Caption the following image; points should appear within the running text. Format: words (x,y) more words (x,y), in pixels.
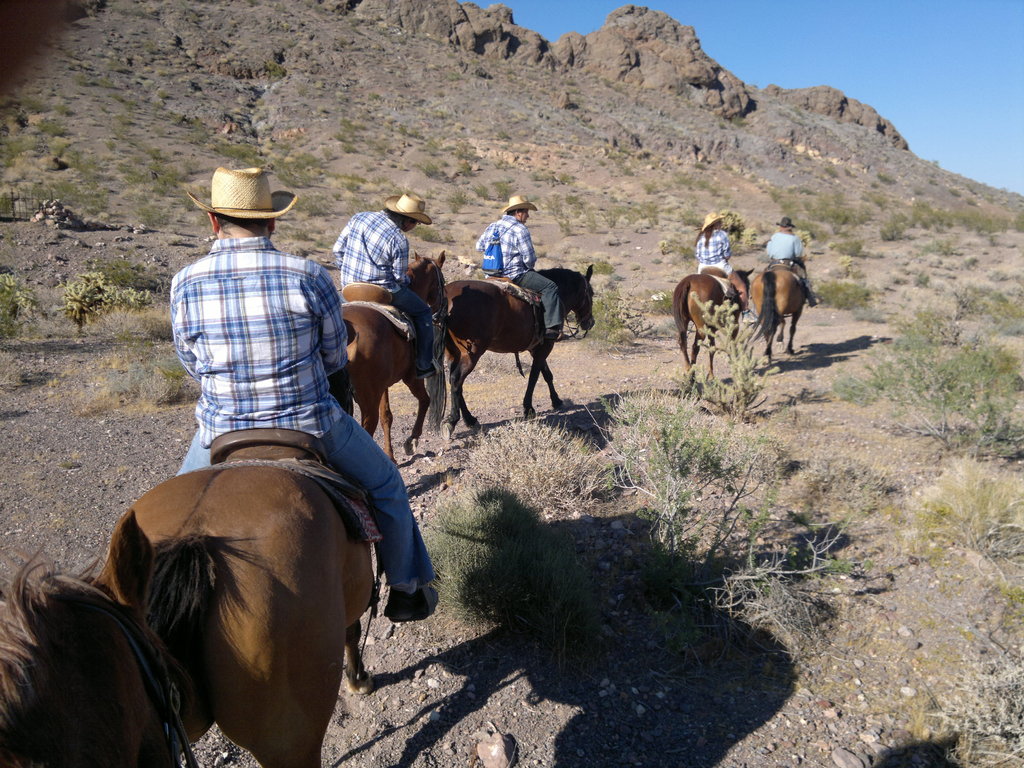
This picture describes about group of people (233,369), they are seated on the horses (483,300), and they wore caps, beside to them we can see few plants (687,496).
